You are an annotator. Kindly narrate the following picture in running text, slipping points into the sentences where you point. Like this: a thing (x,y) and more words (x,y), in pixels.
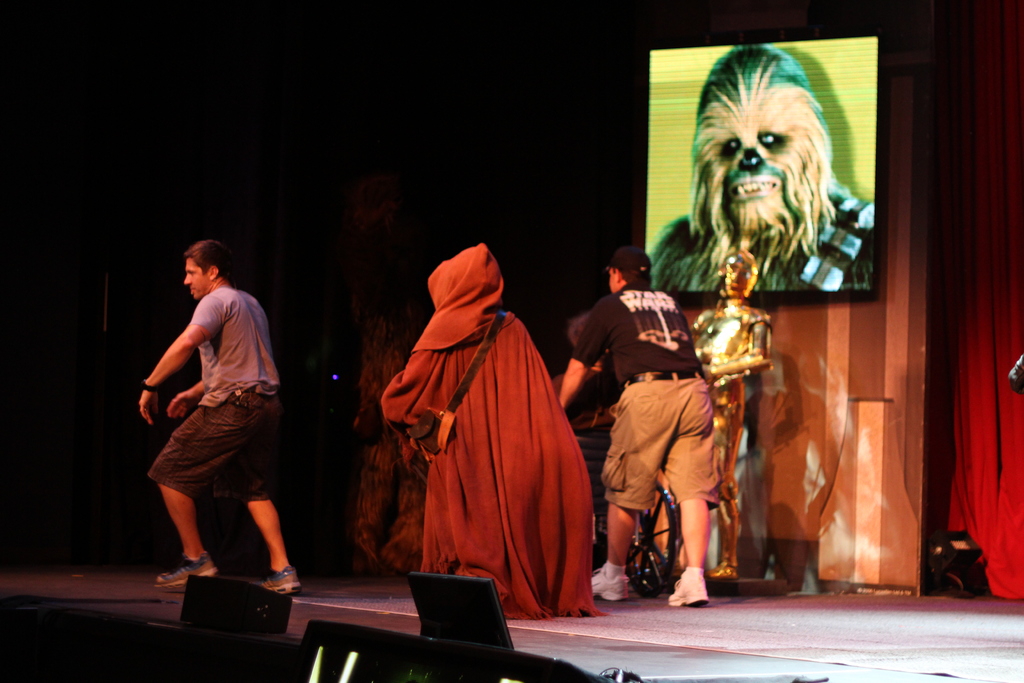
In this image there are three persons (632,432) on the stage (744,646). The person (694,387) on the right side (705,377) is walking by holding the wheelchair (598,451). The person (245,386) on the left side (198,391) is running. The person (412,411) in the middle (489,434) is walking on the stage (761,662). At the top (720,145) there is a screen (737,148). At the bottom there are lights (278,619) on the stage (290,622). On the right side (967,297) there is a red colour curtain (979,348) beside the screen (852,267).
